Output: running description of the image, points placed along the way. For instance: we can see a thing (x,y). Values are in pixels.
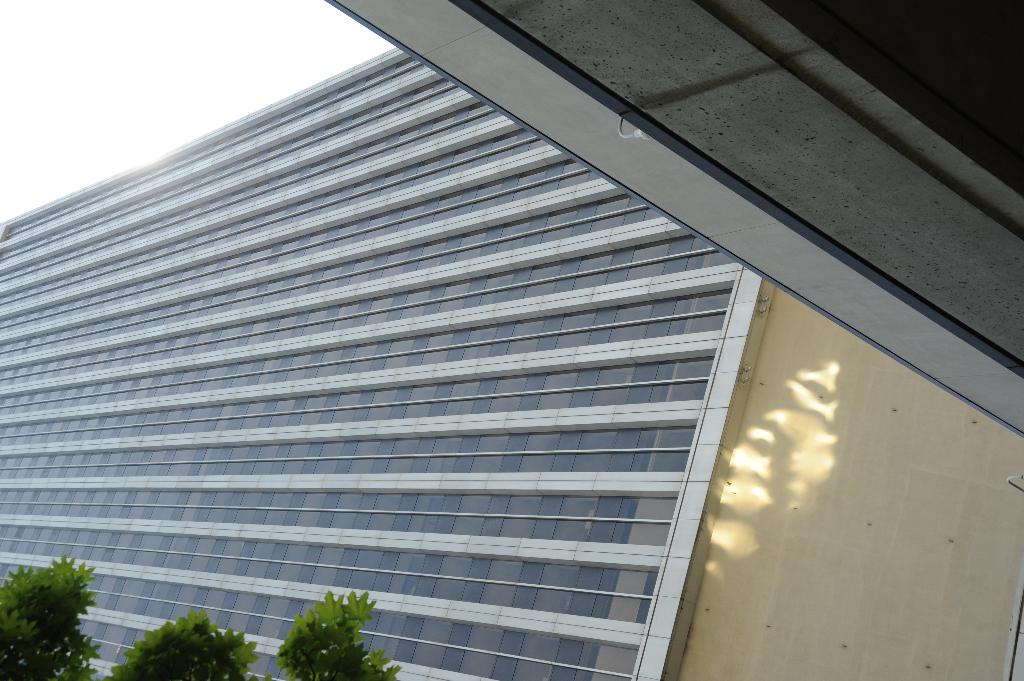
At the top right side of the image (795,163) there is a roof (886,210). In the background (251,56), we can see the sky (236,106), one building (452,327), wall (842,508), glass (487,464) and branches (359,611) with leaves (19,616).
